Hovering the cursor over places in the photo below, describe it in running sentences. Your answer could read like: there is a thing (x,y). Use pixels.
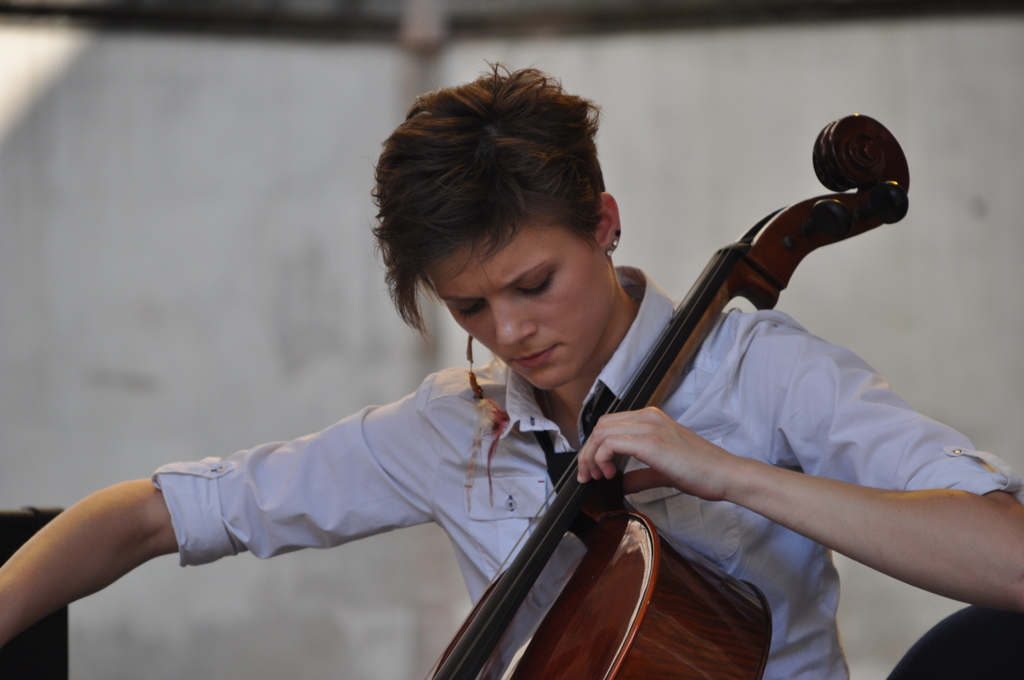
In the middle of the image (673,442) a woman (731,526) is sitting and holding a musical instrument (704,306). Behind her there is wall (810,47).
